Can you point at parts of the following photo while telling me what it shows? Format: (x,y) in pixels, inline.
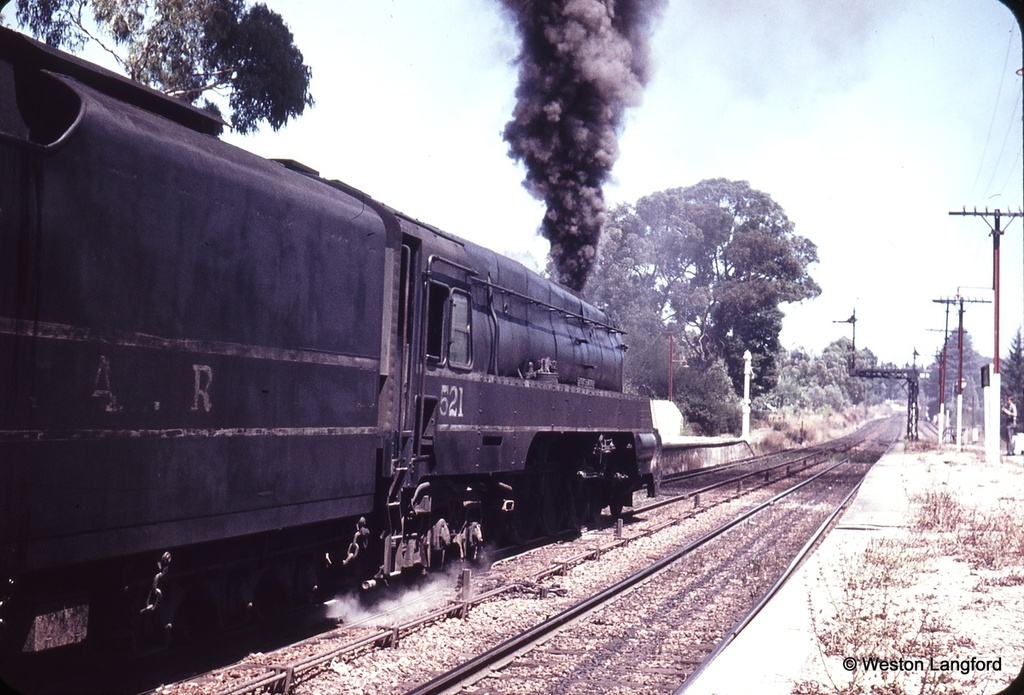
In this image we can see a train (558,391) moving on the railway track (780,467). Here we can see the smoke (563,224), we can see the platform (1019,580), poles (982,302), wires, trees (798,376) and the sky (787,103) in the background (668,60). Here we can see the watermark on the bottom right side of the image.
